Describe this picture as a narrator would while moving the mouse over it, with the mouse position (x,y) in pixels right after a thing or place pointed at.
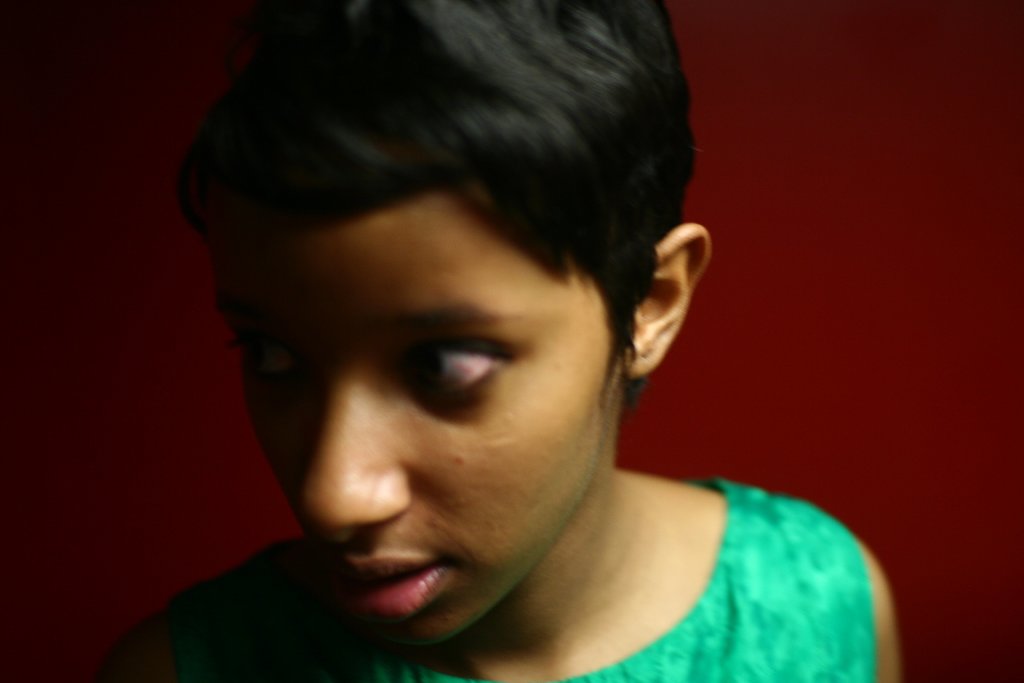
This image consists of a person (563,467) and wall (659,402). This image is taken may be in a room (983,158).
